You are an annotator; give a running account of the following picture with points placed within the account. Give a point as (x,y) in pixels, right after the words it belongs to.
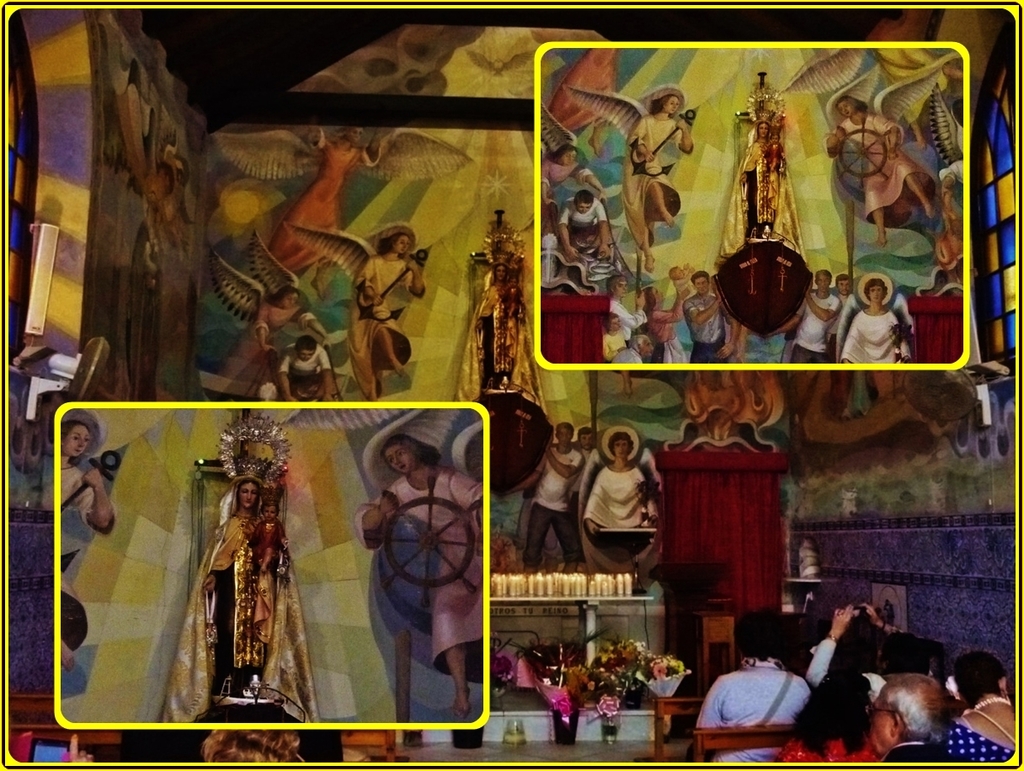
In the image we can see the image is a collage of three pictures and in a image there is a statue (237,509) of a person (251,602) holding baby (268,563) in her hand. There are people (838,668) sitting on the bench (758,734) and there are candles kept on the table (529,610).
